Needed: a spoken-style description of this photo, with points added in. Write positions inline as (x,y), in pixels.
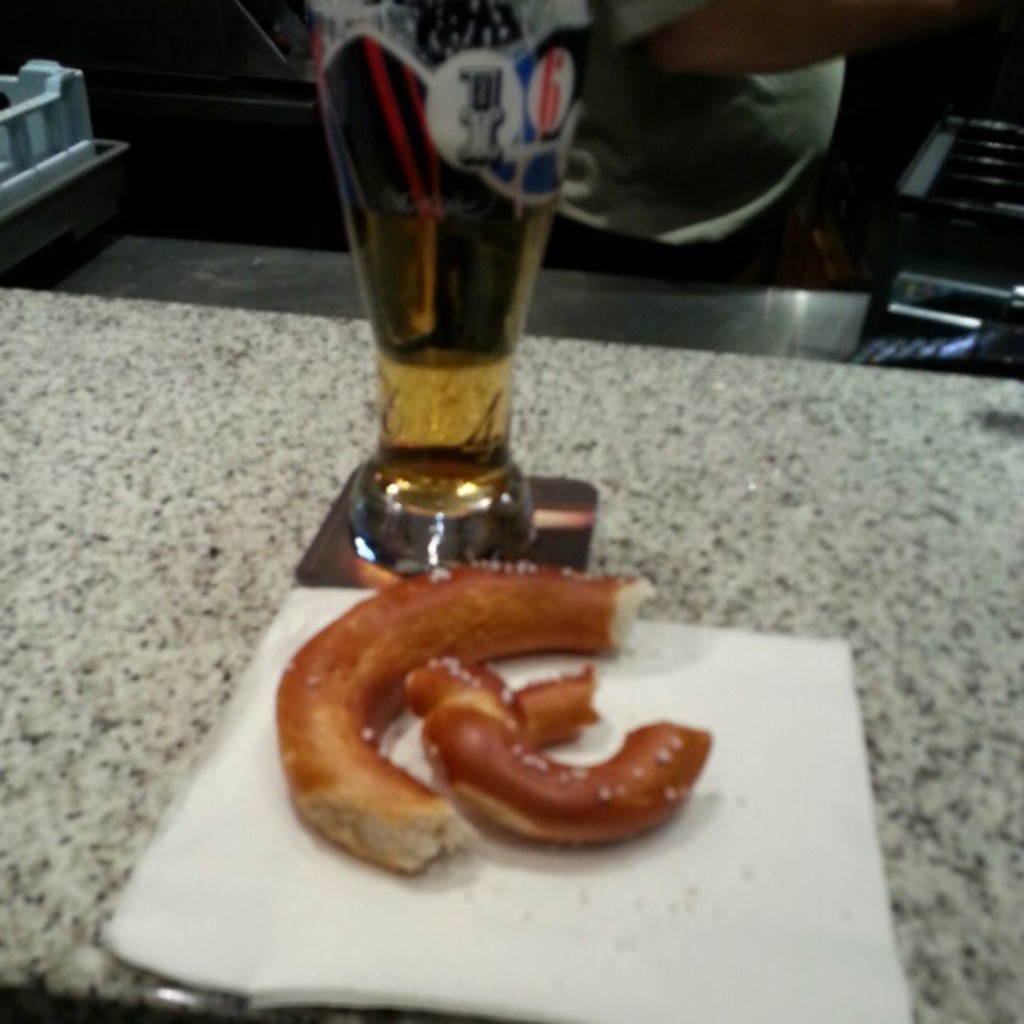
In this image we can see the food item (550,733), tissue (664,860) and a glass of drink (463,125) on the counter (793,468). In the background (706,46) we can see some person (585,155). We can also see some objects (107,190).
